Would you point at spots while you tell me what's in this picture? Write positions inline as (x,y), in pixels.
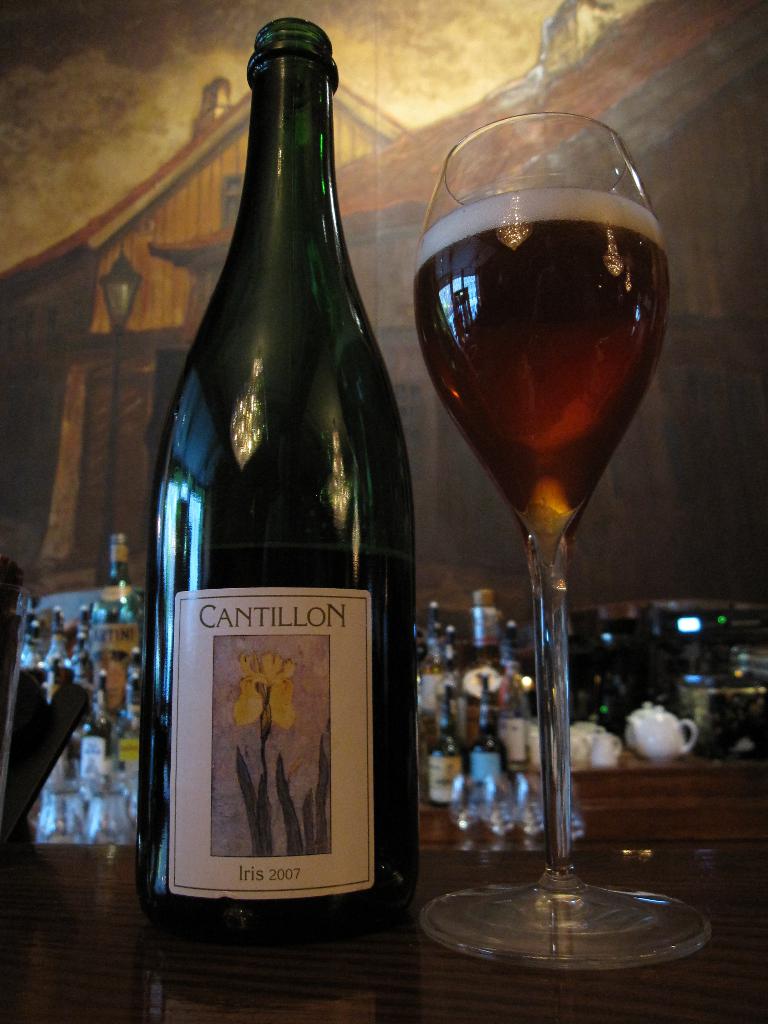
In this picture we can see a bottle (170,698) and a glass (645,372) with drink (561,246) in it on a table (659,1006) and in the background (93,625) we can see bottles (51,671), glasses (498,804), teapots (593,746), wall (156,124) with painting (110,323).
